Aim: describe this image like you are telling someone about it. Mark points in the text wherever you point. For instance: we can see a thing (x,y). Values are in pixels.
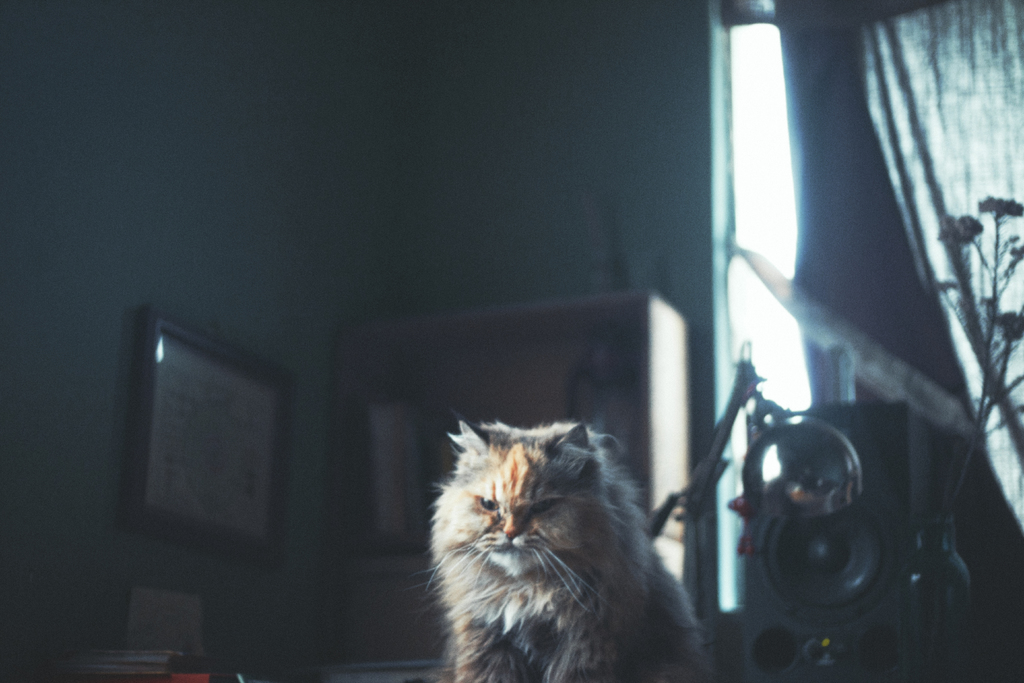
This image consists of a cat (448,553) at the bottom (566,615). It is in cream color. There is a plant (960,467) on the right side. There is a curtain (890,55) on the right side (893,119).
